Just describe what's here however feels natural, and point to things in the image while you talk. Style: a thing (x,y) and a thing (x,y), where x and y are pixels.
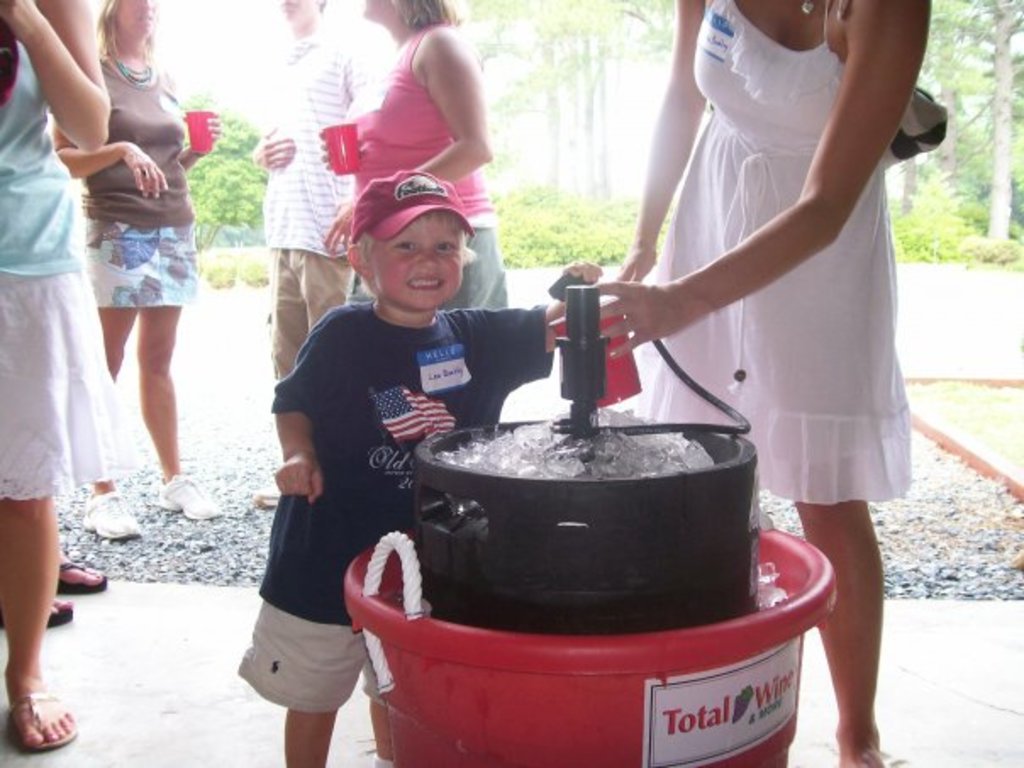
In front of the picture, we see a red and black color thing (603,640). The red color thing (634,640) looks like a tub (660,708). Beside that, the boy (417,407) in black T-shirt (344,478) is playing with it and he is smiling. Beside him, we see the woman (747,226) in white dress (785,365) is standing. Behind them, we see three people (306,198) are standing. Two women (163,178) in brown T-shirt (136,119) and pink T-shirt (417,163) are holding pink color glasses (330,150) in their hands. In between them, we see a man (297,140) in the white shirt (315,196) is standing. On the left side (34,198), we see a woman (22,182) in blue T-shirt (39,186) is standing. There are shrubs (535,199) and trees (605,174) in the background (518,199).
